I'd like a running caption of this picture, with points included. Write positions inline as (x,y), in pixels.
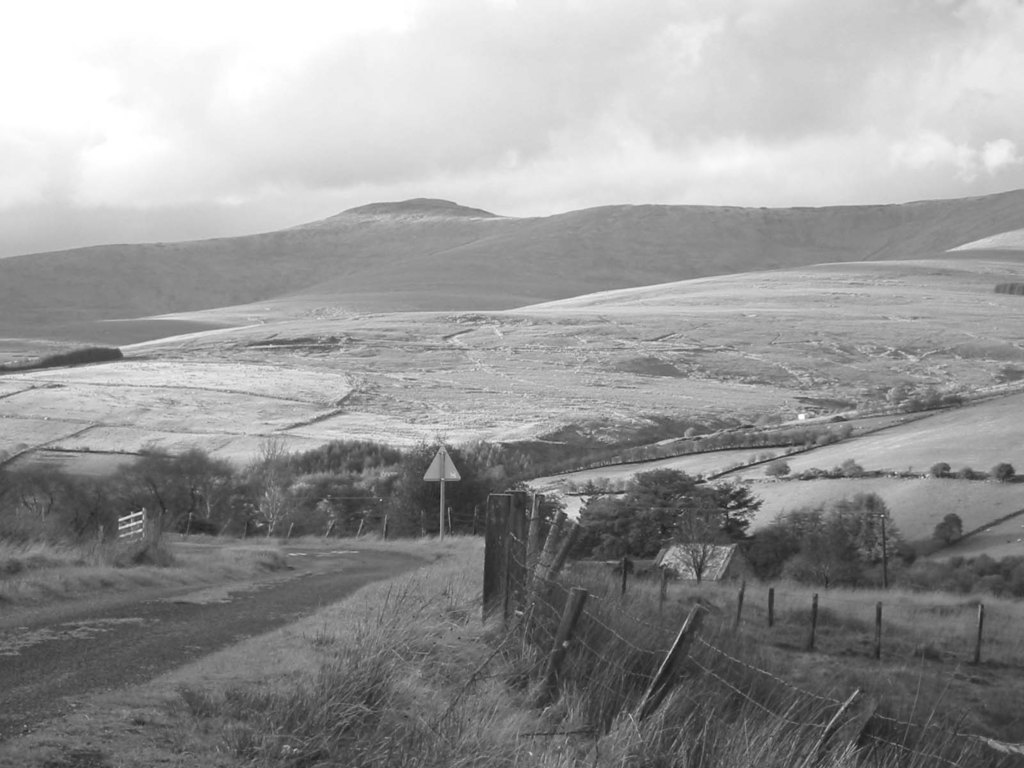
It is a black and white image. In this image at front (399,716) there is a grass (447,663) on the surface (473,676) and at the background (673,522) there are trees (660,484), mountains (575,279) and sky (595,102).
